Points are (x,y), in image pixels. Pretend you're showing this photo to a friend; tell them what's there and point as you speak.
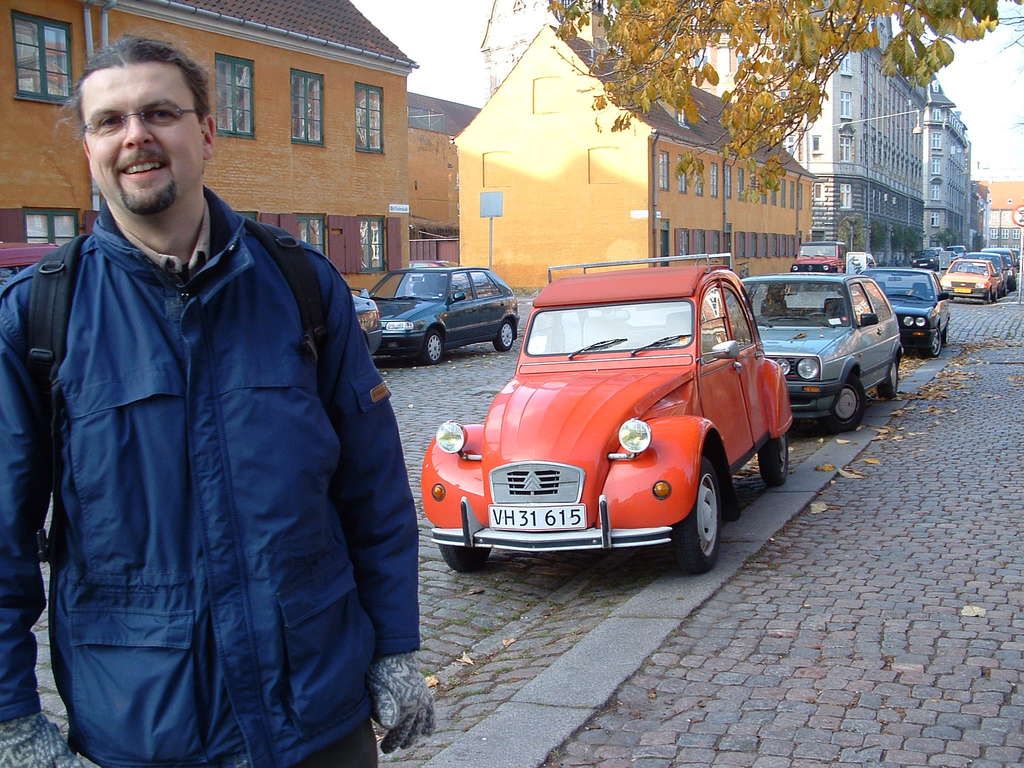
The image is taken on the streets (995,313) of a city (958,342). In the foreground (233,483) there is a person (184,437) standing wearing a blue jacket (249,564). On the right (880,564) it is pavement (898,432). In the center of the picture (537,370) there are cars (703,298). In the background (535,202) there are buildings (724,219). At the top (757,63) there are branches (932,12) of a tree (940,22).
